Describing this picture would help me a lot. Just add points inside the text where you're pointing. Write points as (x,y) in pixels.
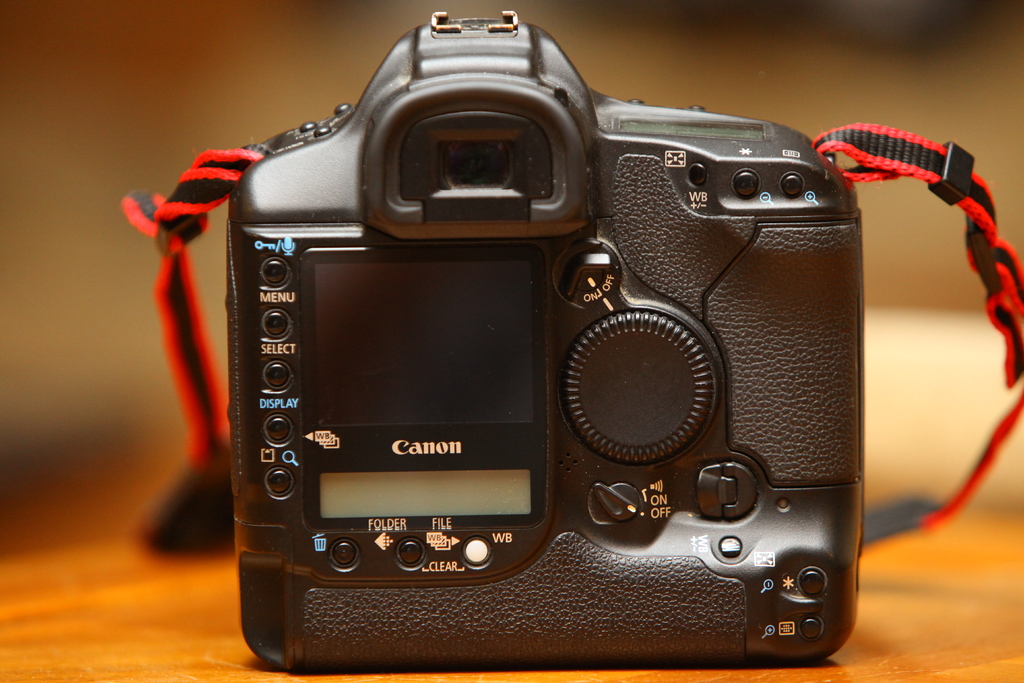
Here we can see a camera (784,613) on a platform (46,643). There is a blur background (915,79).
